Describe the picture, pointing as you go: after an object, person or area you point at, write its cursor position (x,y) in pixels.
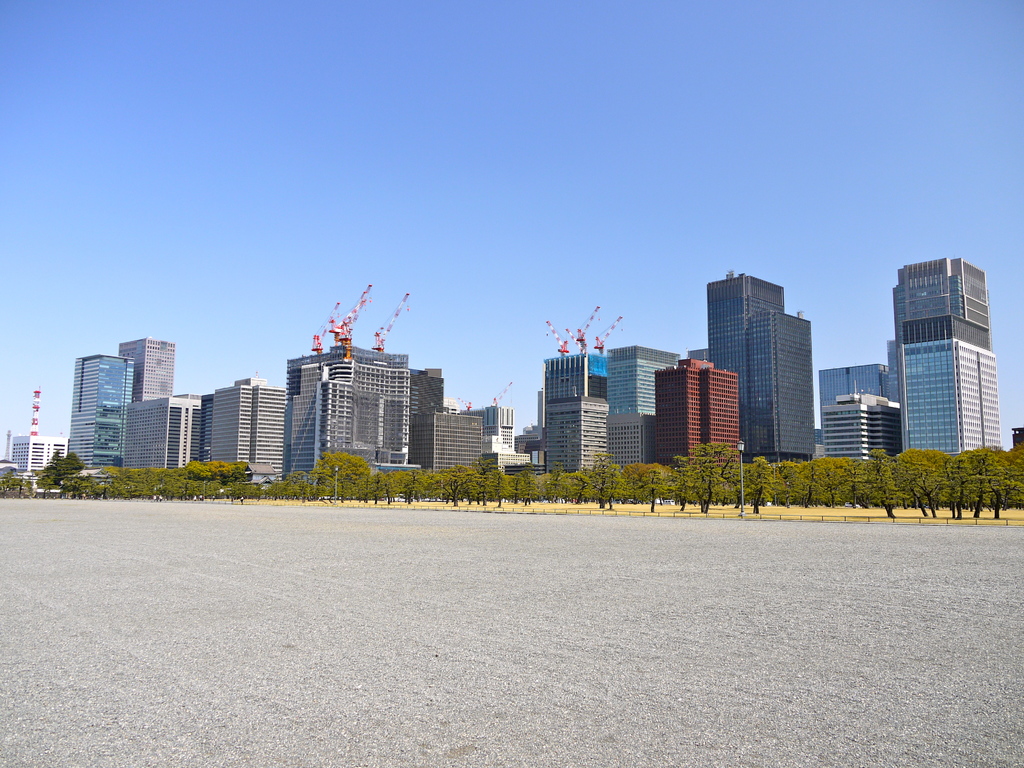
In this picture there are trees (499,481) and poles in the center of the image (669,480) and there are skyscrapers (848,383) and towers (554,393) in the background area of the image (763,452).
